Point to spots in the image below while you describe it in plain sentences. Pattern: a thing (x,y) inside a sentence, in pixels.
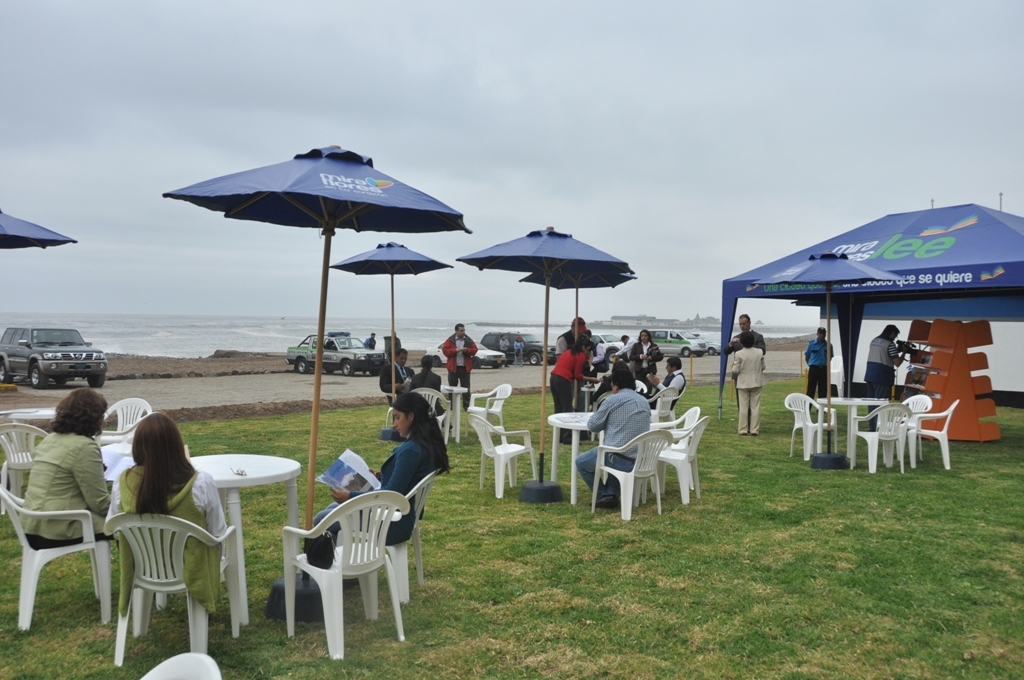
As we can see in the image there are humans (143,437), tables (257,472), chairs (107,588), umbrellas (345,217), water (233,347) and cars (75,369).
